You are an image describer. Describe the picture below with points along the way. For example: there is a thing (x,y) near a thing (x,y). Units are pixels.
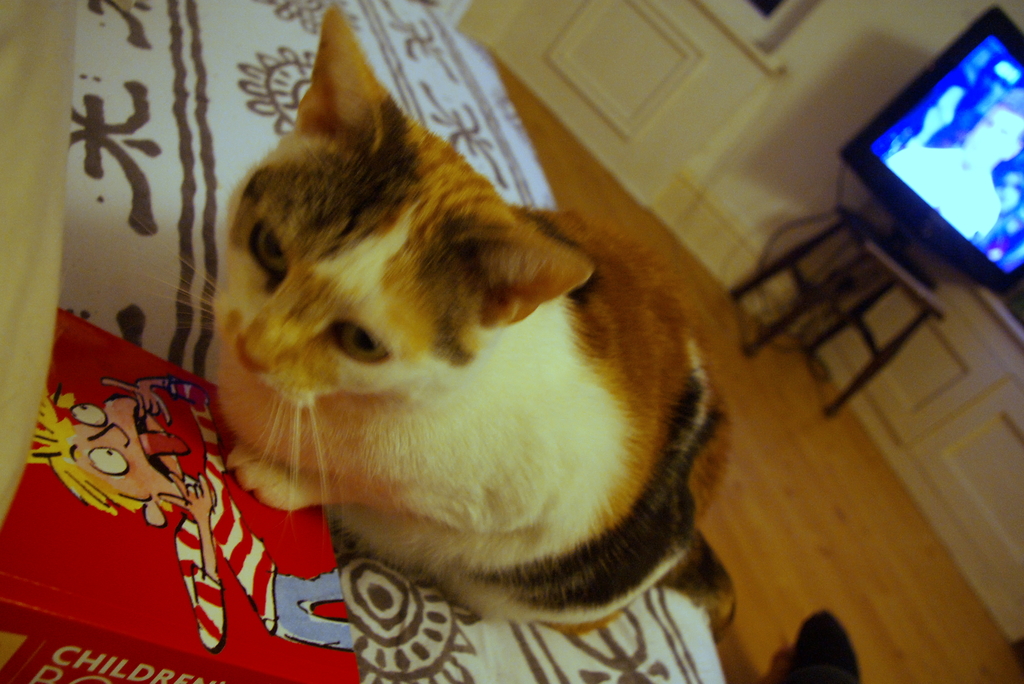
In this image, we can see a cat (547,440) on the bed (531,637). There is a book (247,577) in the bottom left of the image (63,608). There is a TV (965,131) on the stool (887,277) which is on the right side of the image (886,261).
